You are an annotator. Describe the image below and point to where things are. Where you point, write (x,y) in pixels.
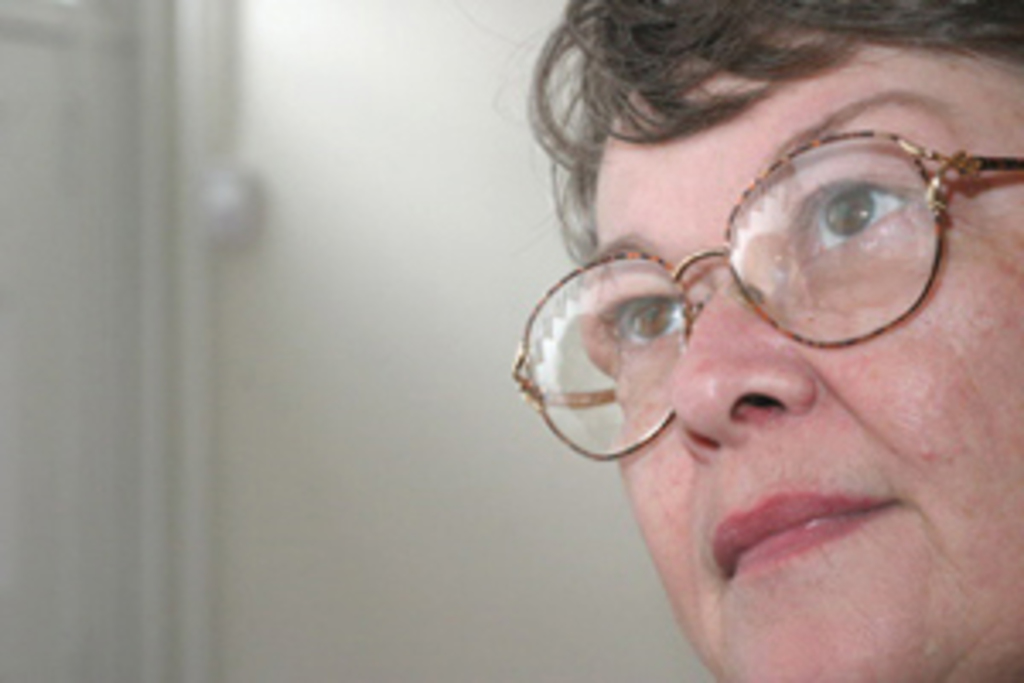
In this image I can see a person face (790,275) and she is wearing specs (797,290). Background (375,57) is in white color.
